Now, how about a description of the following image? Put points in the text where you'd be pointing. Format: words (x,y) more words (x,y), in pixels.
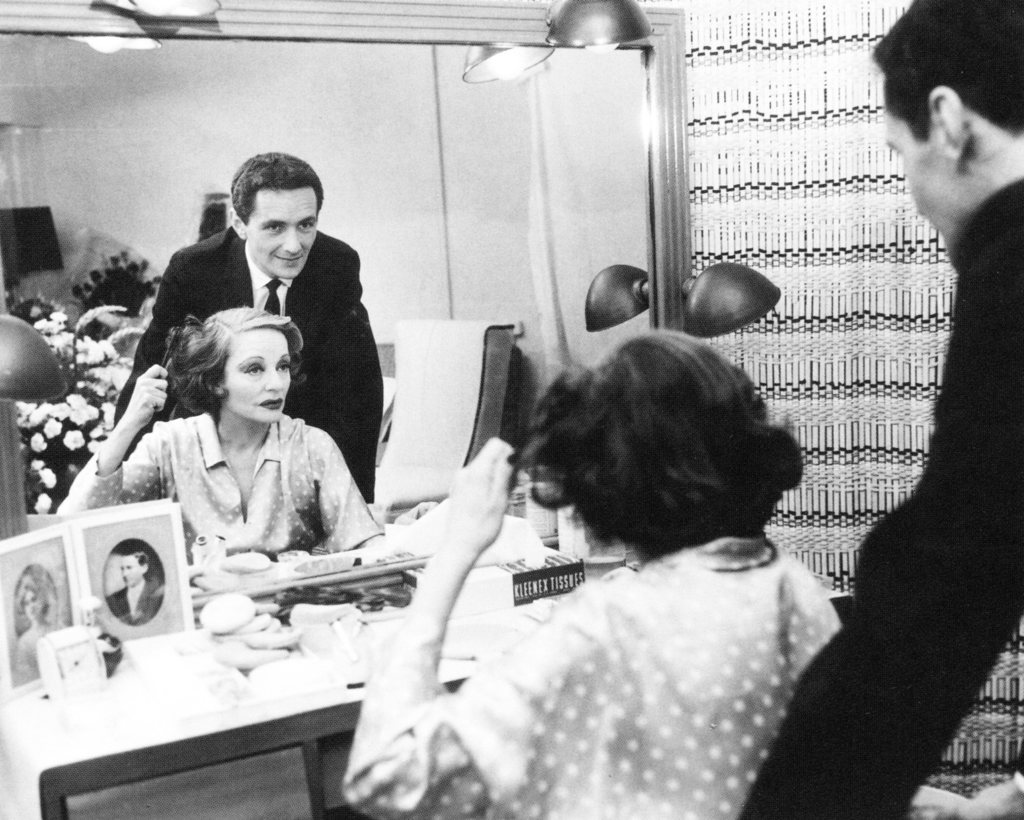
In the image we can see black and white picture of a man (829,684) and a woman (794,609) wearing clothes (845,656). We can even see the woman (718,657) is sitting and the man (984,547) is standing. Here we can see the mirror (474,296) and in the mirror (442,282), we can see the reflection (328,381) of the man (326,353) and the woman (273,352). Here we can see a photo frame (92,572) and light (623,24).
